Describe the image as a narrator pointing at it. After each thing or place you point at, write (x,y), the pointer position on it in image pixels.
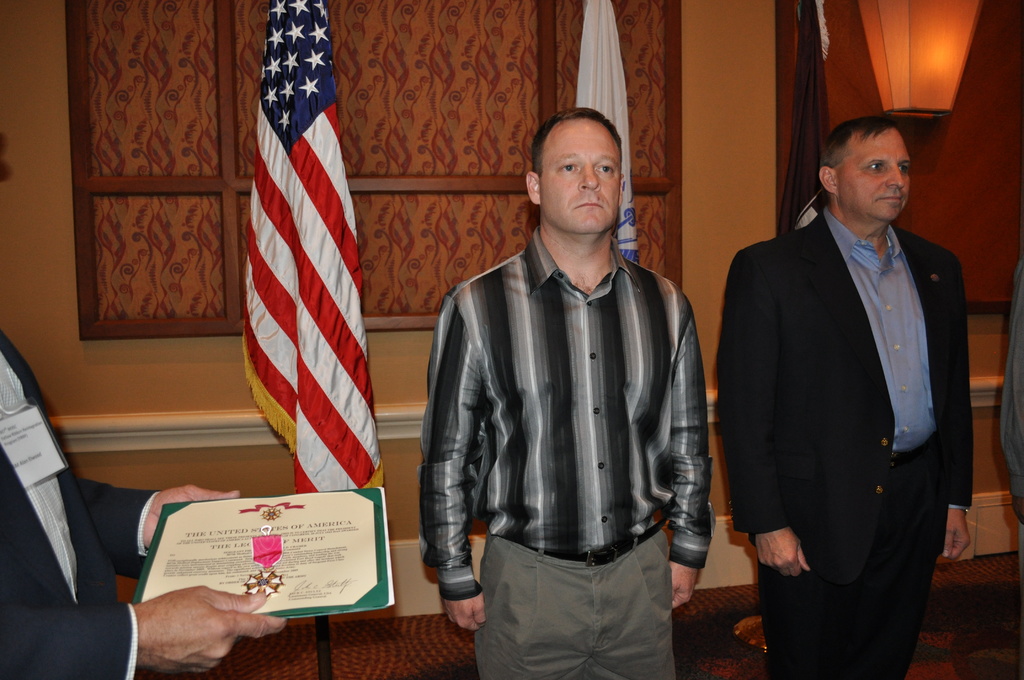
In this image we can see three people (483,280) standing and among them one is holding an object (270,593) and behind them we can see three flags (629,176). In the background (60,89), we can see the wall (34,51) and light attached to the wall (925,151).
